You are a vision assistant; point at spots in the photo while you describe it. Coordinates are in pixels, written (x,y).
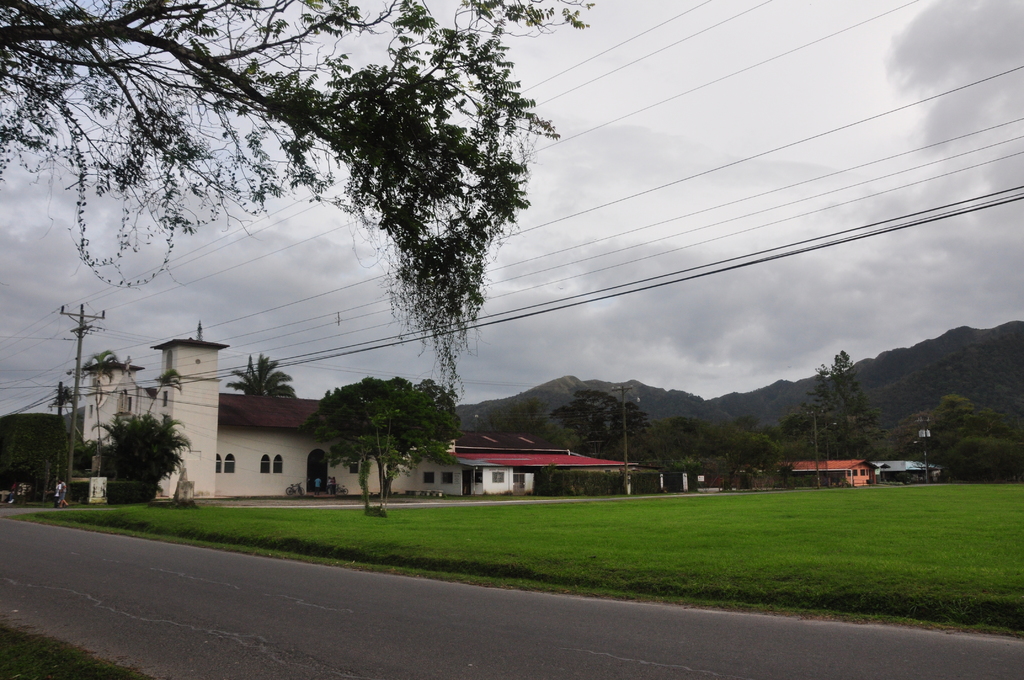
In this image we can see a group of buildings (529,470) with windows (446,477). Two persons (58,497) are standing on the ground (56,509). In the background (98,413), we can see a group of trees (98,413), poles (76,383) with cables (392,343), mountains (745,399) and the cloudy sky (860,295).
